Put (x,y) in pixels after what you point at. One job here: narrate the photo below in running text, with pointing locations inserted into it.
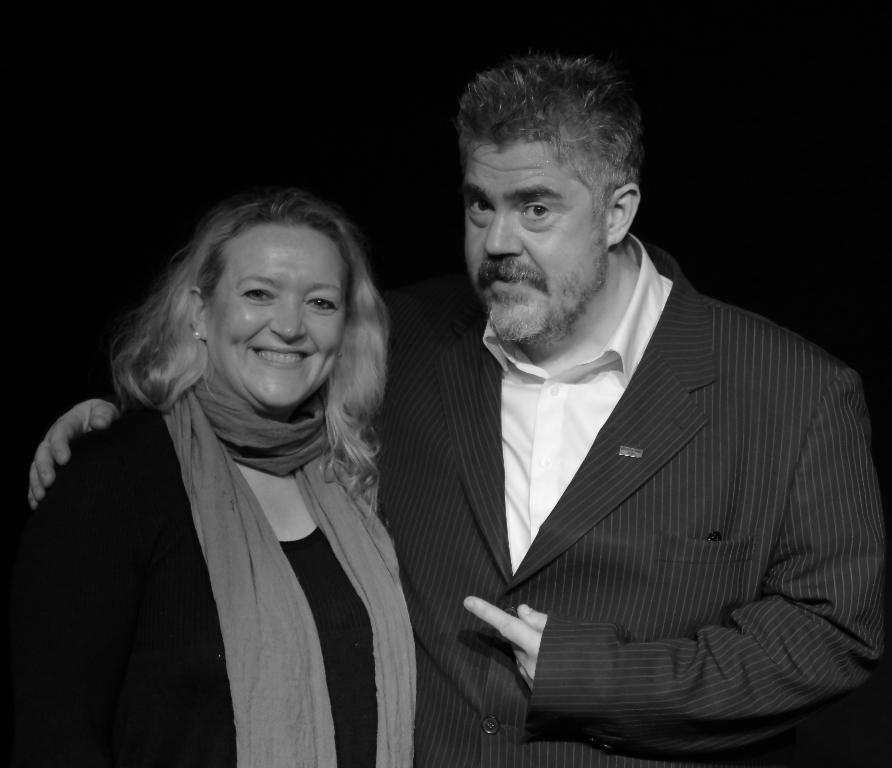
In this image I can see two people (290,615) with dresses (274,633). And this is a black and white image.
